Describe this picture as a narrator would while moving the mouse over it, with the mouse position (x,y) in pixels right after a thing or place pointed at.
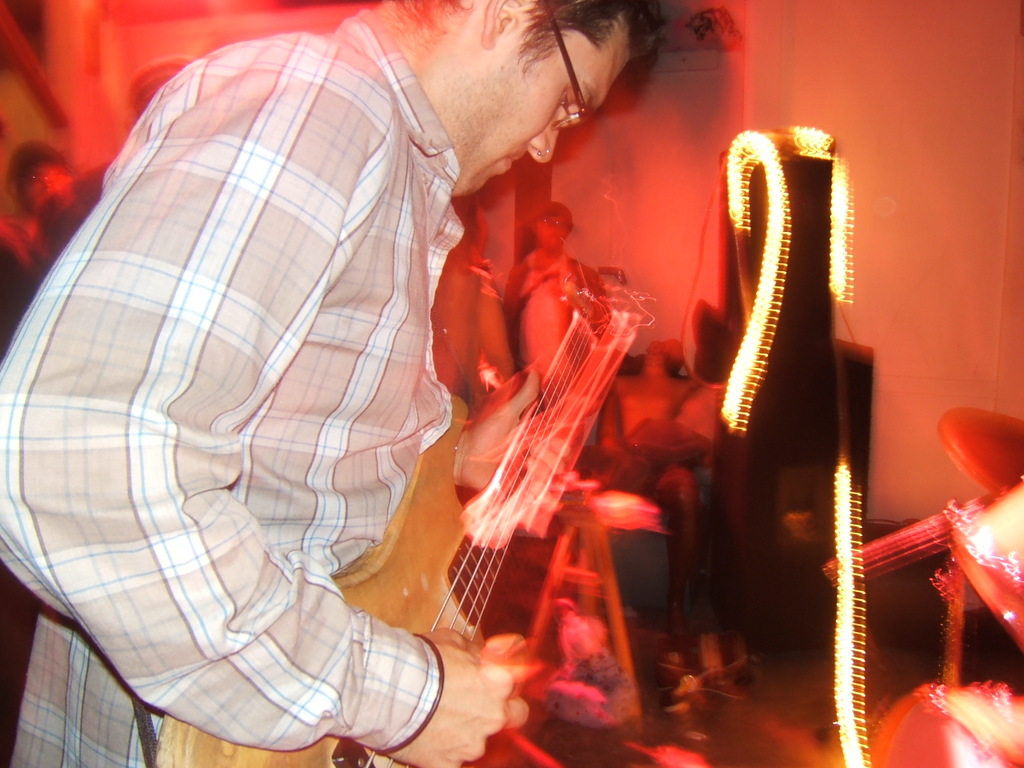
Here in this picture we can see a man (178,378) with checked shirt (218,411) is playing a guitar (469,547). he is having spectacles (582,96). In front of him there are some lightnings (835,272).
